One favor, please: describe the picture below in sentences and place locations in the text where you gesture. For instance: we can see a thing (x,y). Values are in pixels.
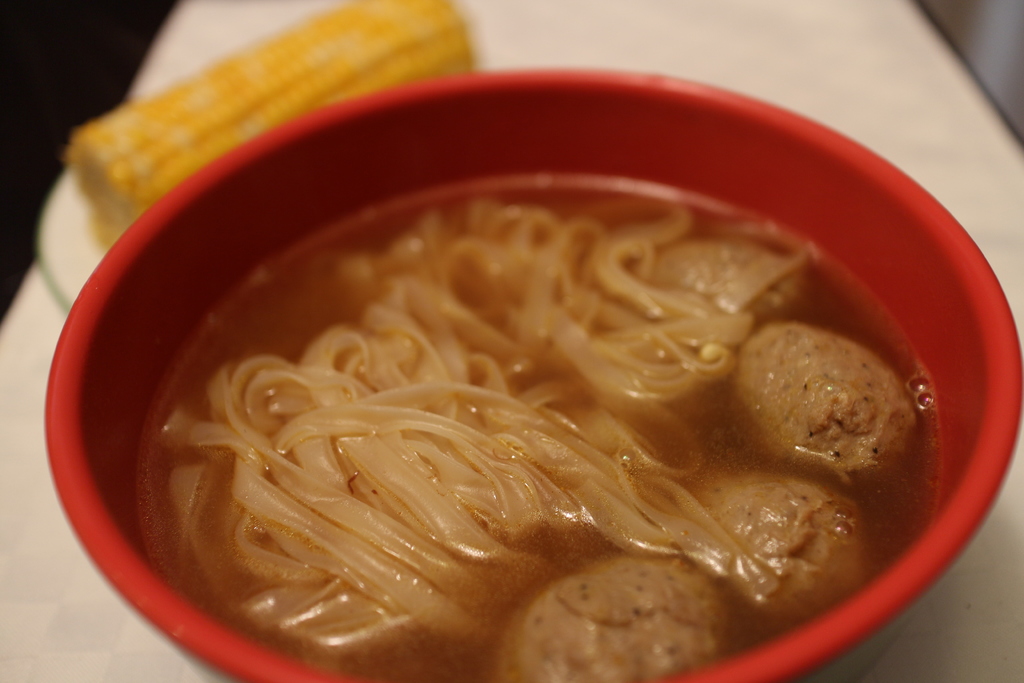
In this picture, we can see a table (954,135). On that table (932,165), we can also see a bowl (70,439), inside a bowl (70,420) there are some food items (836,510), we can also see a plate (72,229), on that plate (70,247), we can also see a corn (370,36) which is in yellow color.
